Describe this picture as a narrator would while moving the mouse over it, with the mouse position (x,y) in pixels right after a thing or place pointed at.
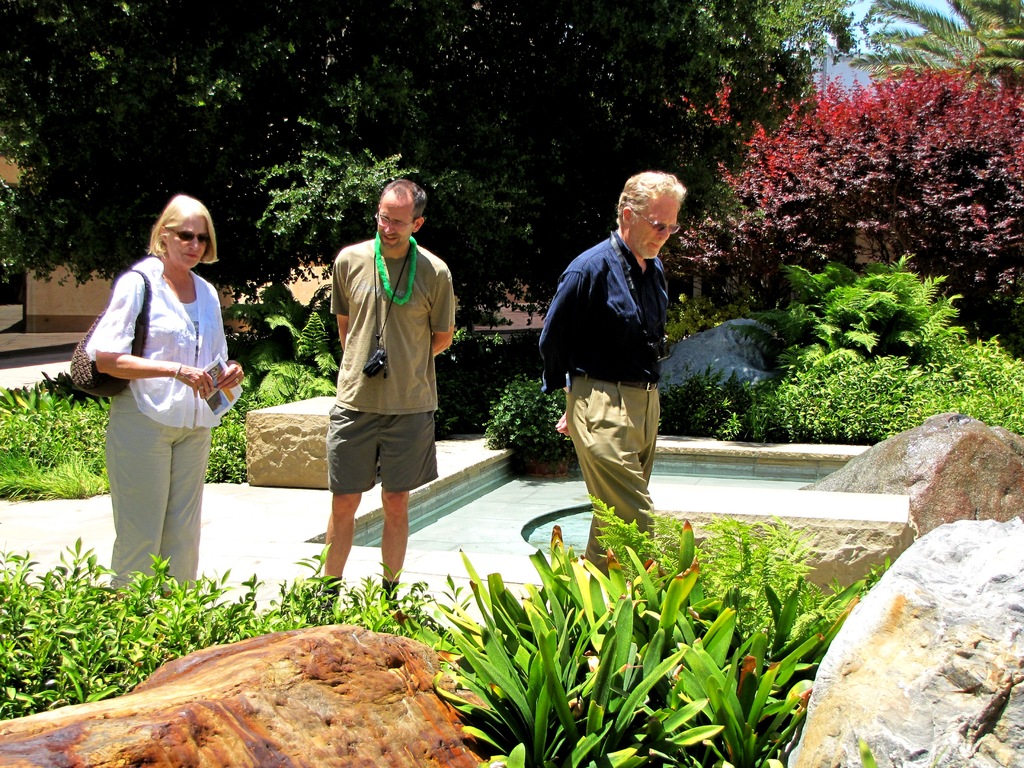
In this image I can see three people (346,364) with different color dresses (361,410). I can see one person (122,364) wearing the bag (93,381) and another person (359,376) wearing the camera (368,367). To the side of these people (434,449) I can see the rocks (903,642) and many plants (618,724). I can also see trees (714,90) and the sky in the back (843,53).
